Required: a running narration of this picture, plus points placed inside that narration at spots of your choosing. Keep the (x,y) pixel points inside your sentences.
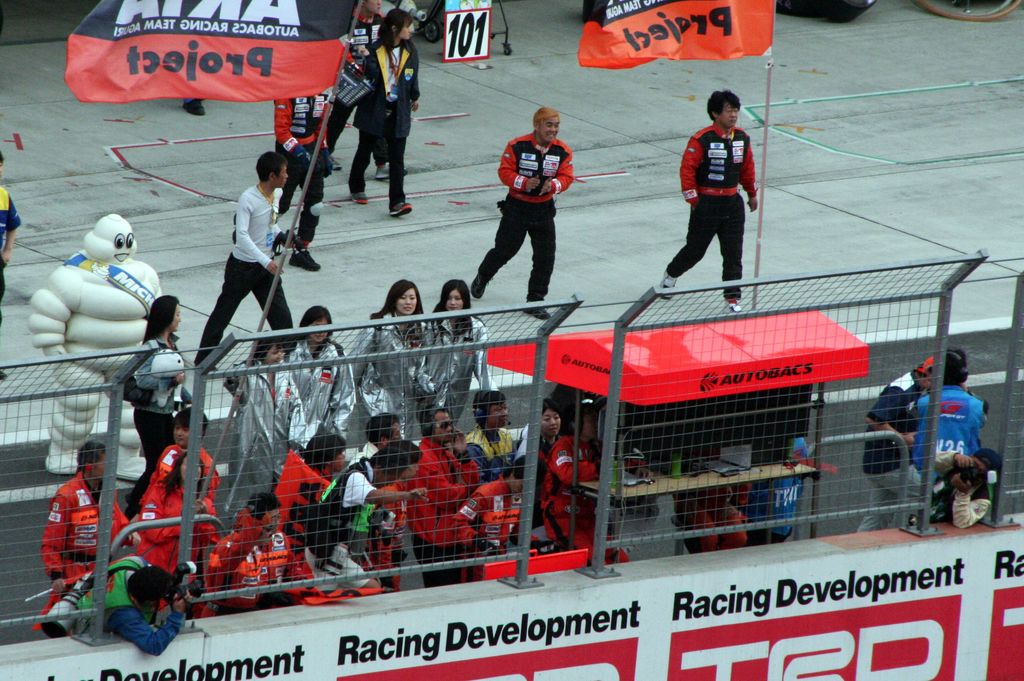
This is an outside view. At the bottom of the image (533,623) there is a wall (548,621) on that I can see a net fencing (339,473). At the back of it there are many people (350,471) standing and also there is a stand (652,429). In the background (573,312) few people (267,200) are walking on the road (445,228). On the top of the image (269,21) I can see two flags (311,18).
